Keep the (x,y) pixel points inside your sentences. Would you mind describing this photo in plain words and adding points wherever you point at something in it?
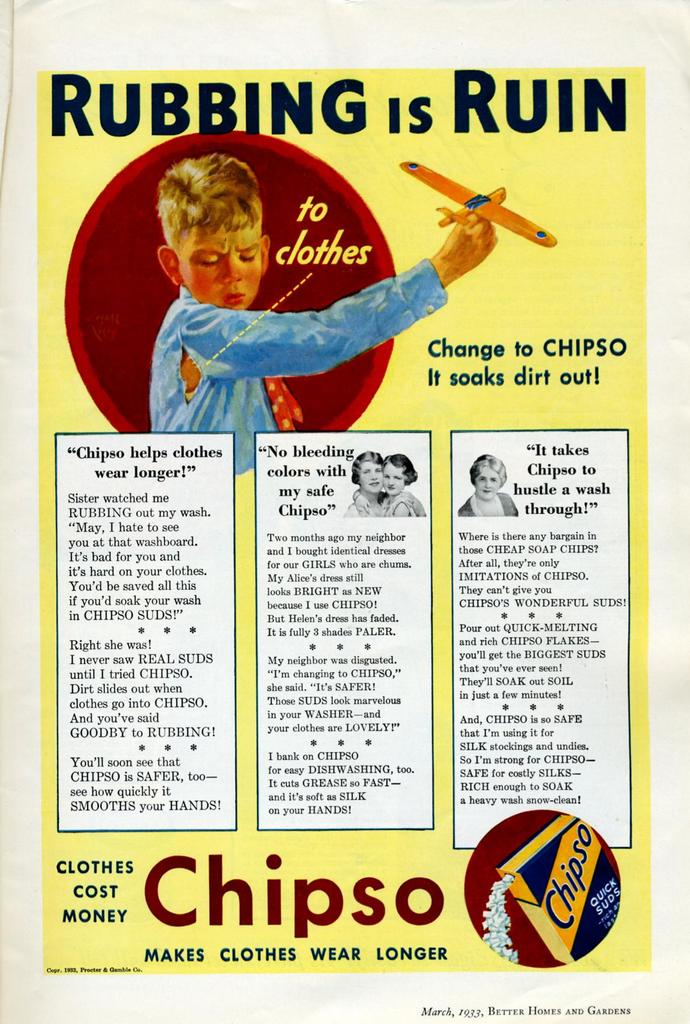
In this image we can see poster (330,542) in which there is some text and a person (228,288) wearing blue color dress (327,367) holding an aircraft (504,218) in his hands (474,236).
